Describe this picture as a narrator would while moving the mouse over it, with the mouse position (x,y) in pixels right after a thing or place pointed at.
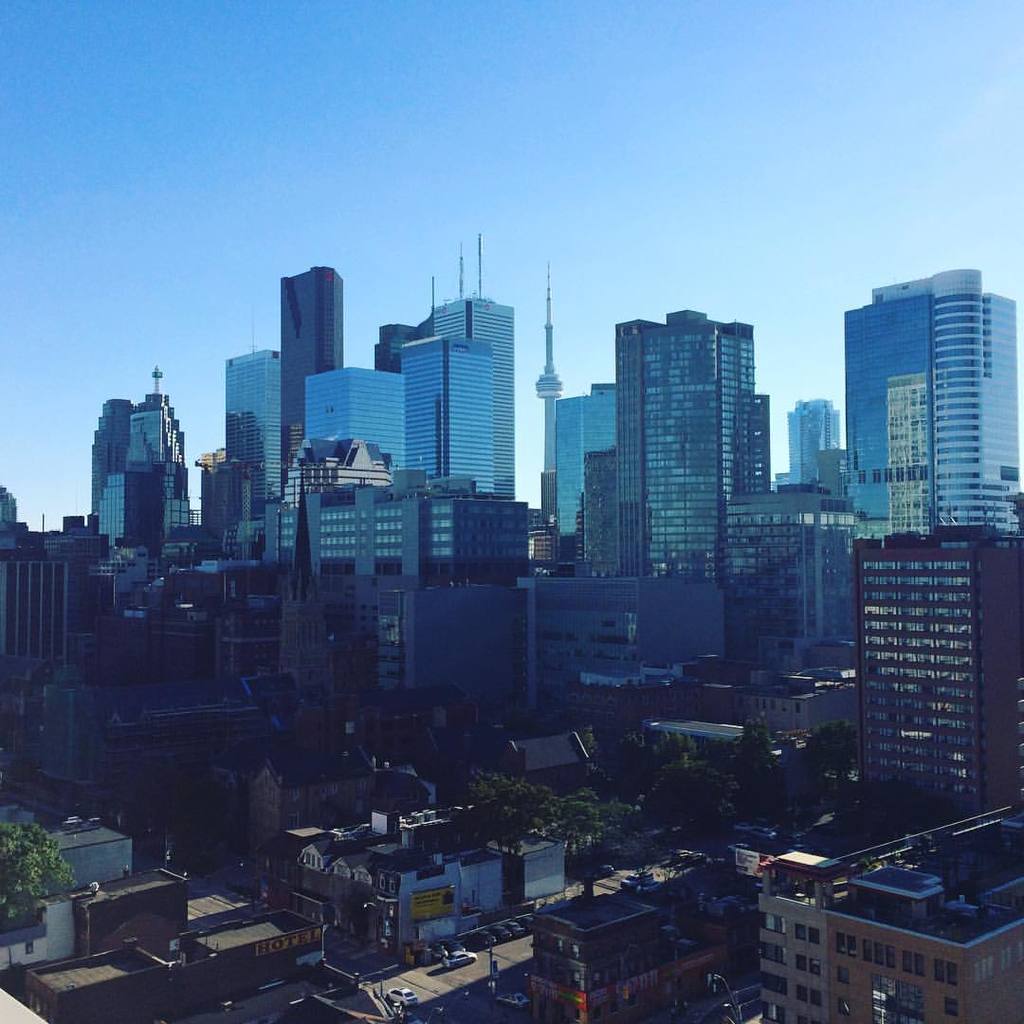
In this image I can see many buildings (401,738) and trees (13,909). I can see few vehicles (497,942) on the road (376,978). In the background (395,187) I can see the sky (379,132).
